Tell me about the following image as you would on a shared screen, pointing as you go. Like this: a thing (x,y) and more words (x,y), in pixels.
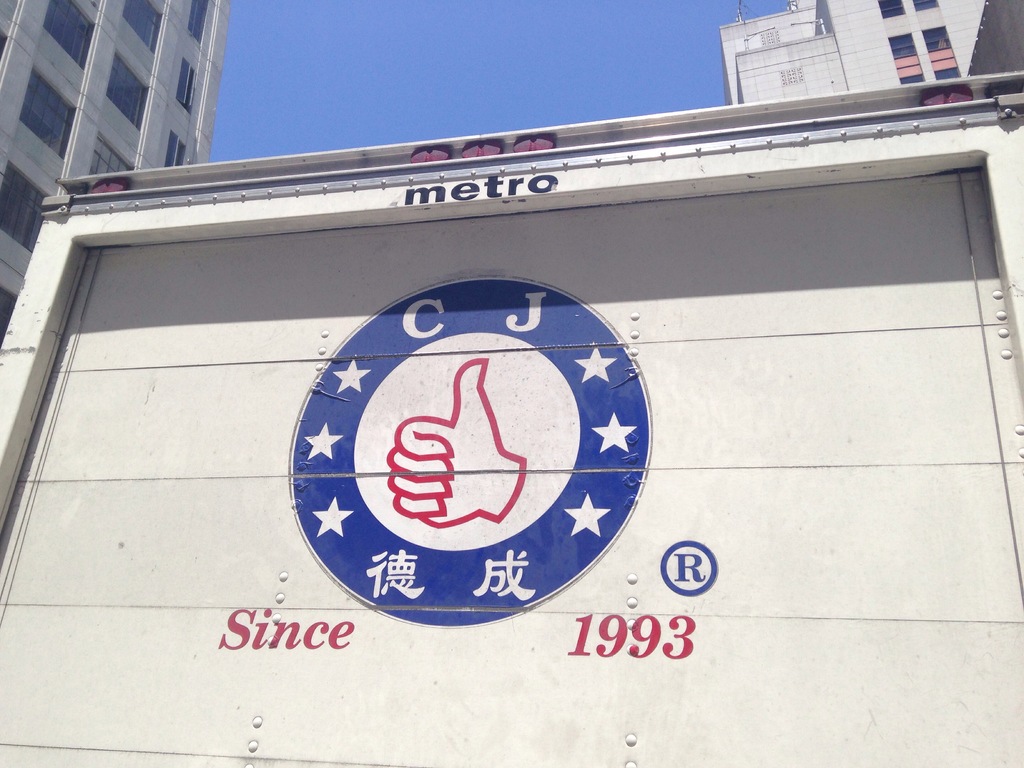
In this image in the center (434,313) there is a board (437,595) on the board (451,520) there is text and logo (521,434), and in the background (617,38) there are buildings (99,41) and sky (360,59).
